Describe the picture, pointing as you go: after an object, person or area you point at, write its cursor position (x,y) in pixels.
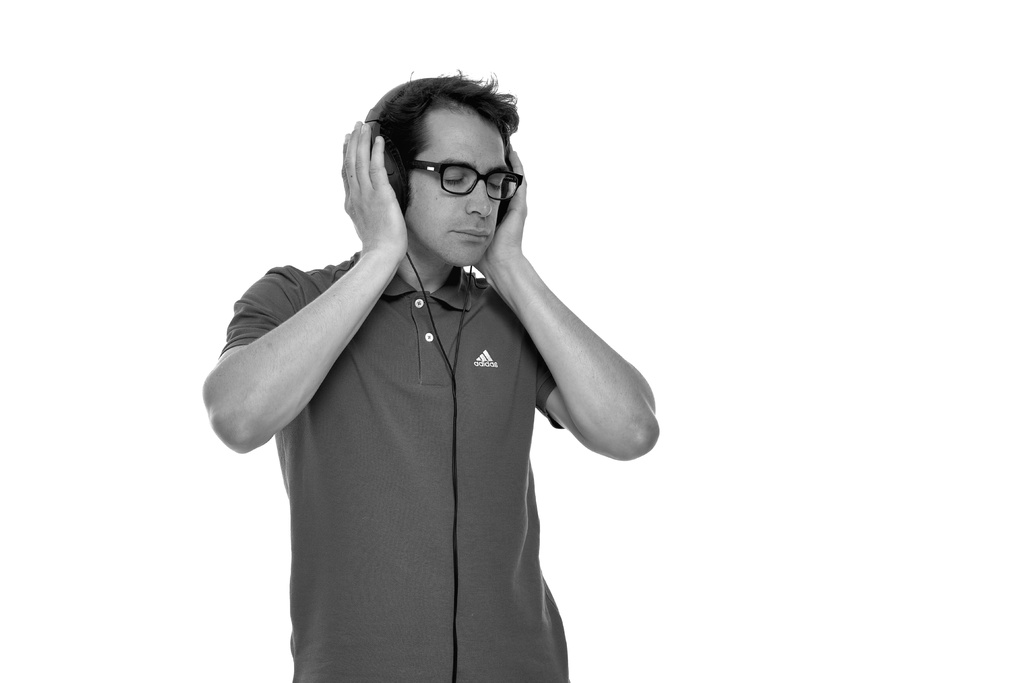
In this picture there is a person (405,294) standing and holding the headphones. At the back (867,202) there is a white background (952,481).
